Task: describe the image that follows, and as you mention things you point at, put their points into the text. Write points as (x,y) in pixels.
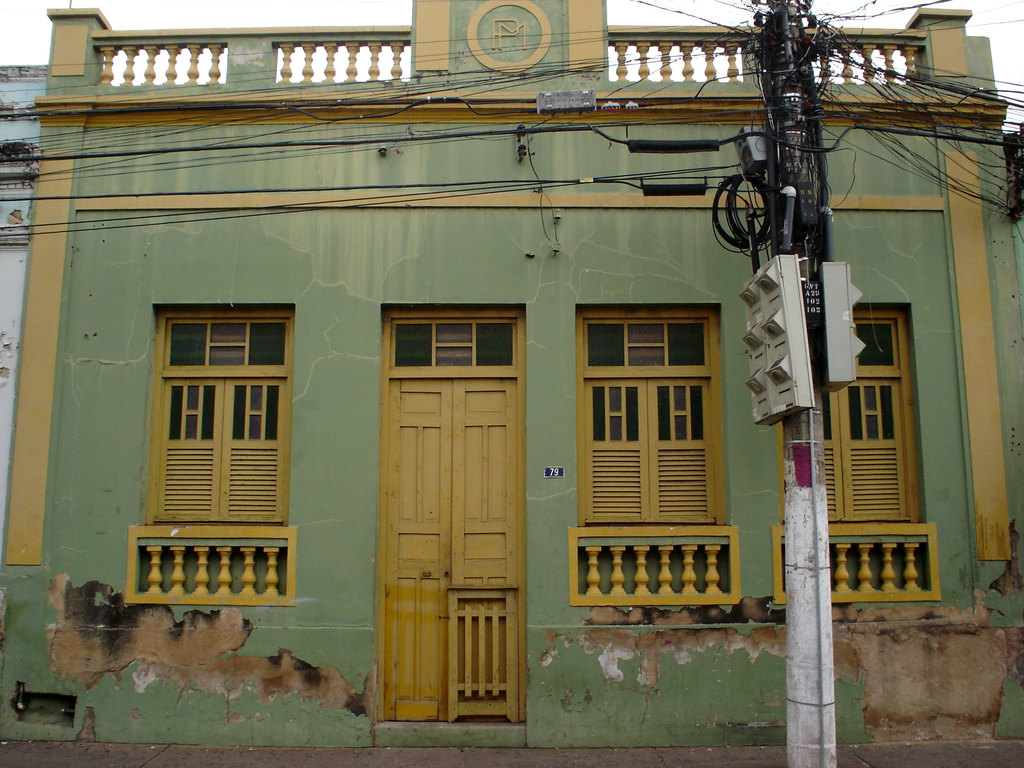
In this image, we can see a building (935,122). We can also see a pole (784,83) with some wires (776,99) and white colored objects (803,396). We can also see the sky (236,20).
